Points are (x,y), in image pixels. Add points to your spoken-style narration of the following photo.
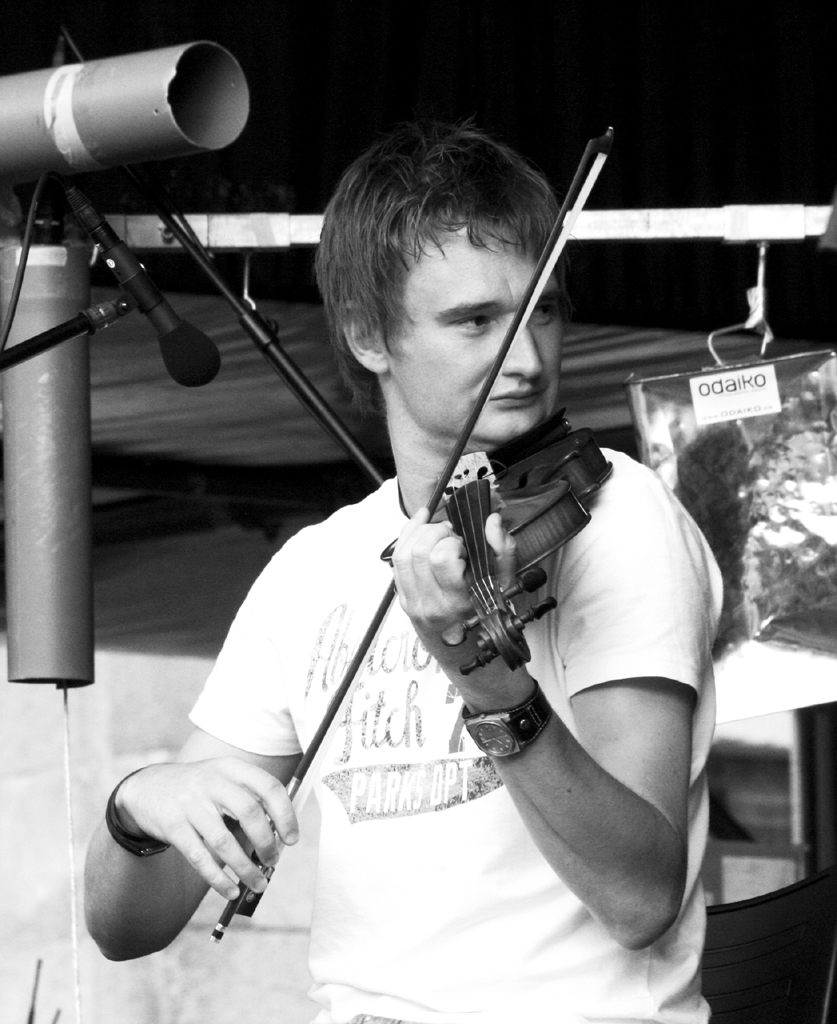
In the image there is a man (532,623) playing violin (514,479), on left side (180,375) there is a mic (129,275) to a stand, this is a black and white image.
